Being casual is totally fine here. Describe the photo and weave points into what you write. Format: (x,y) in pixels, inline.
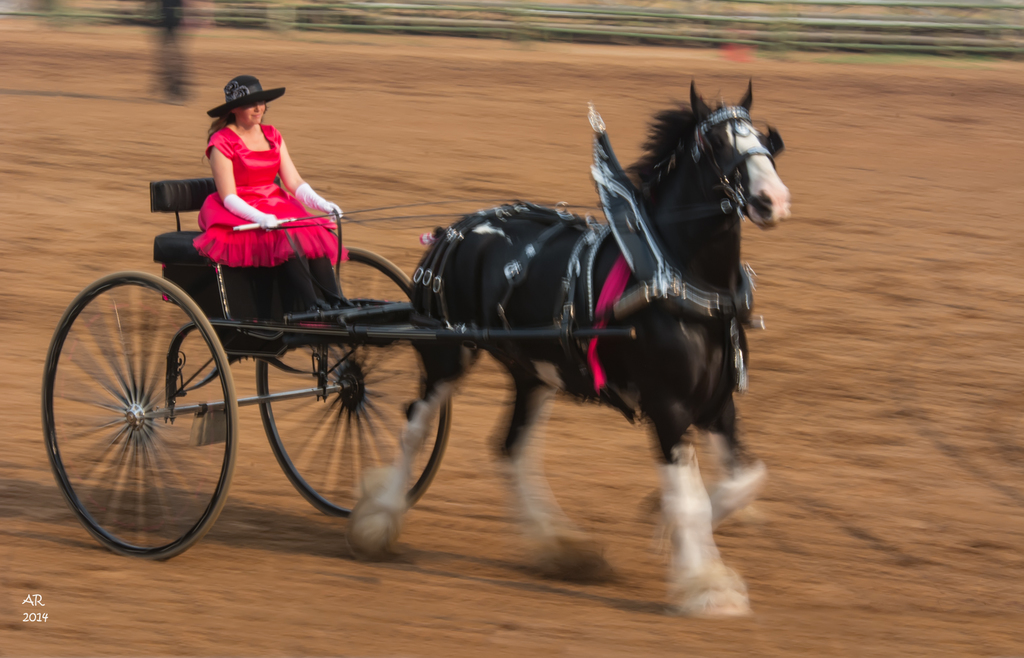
In this image there is a woman (259,166) riding a chariot (114,349).
